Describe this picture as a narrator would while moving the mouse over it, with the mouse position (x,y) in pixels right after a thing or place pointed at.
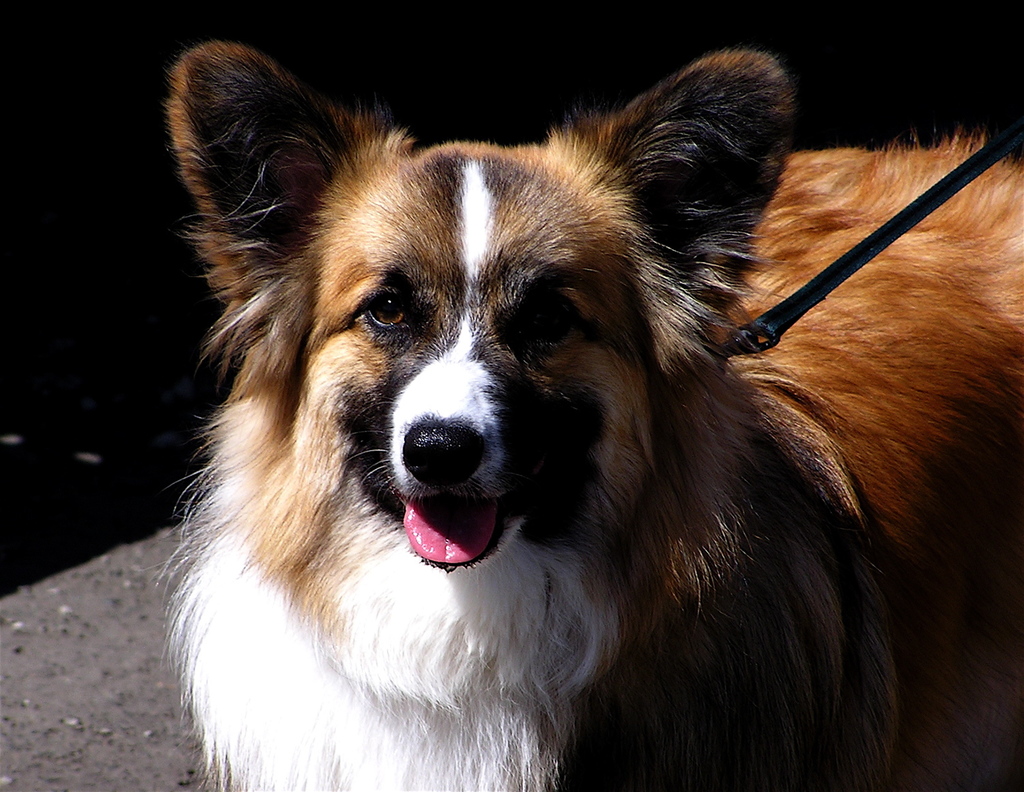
In this picture, we see a dog (701,343) which is in brown and white color. The dog (290,398) is looking at the camera. We even see a black color belt (766,316) around its neck (575,550). In the background (853,101), it is black color.
